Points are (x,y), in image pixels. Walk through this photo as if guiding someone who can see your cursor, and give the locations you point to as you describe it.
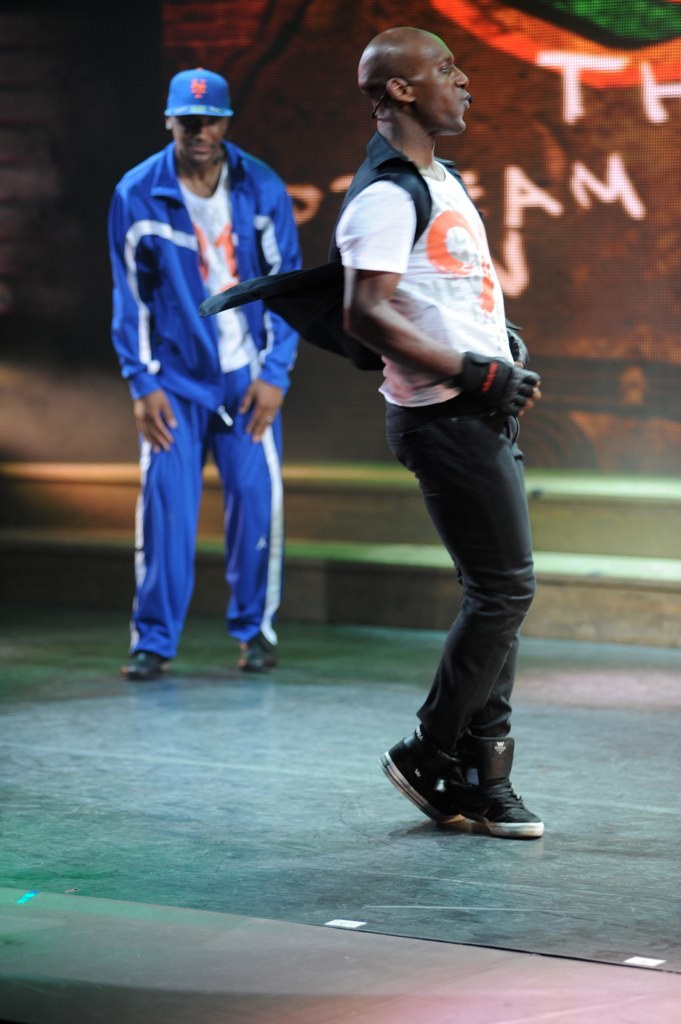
In this image there is a man (462,584) dancing on the floor (412,867). Behind him there is another man (175,281) standing. In the background (533,72) there is a wall (501,59). There is text (518,170) on the wall (295,164). There are steps (595,528) near to the wall (597,468).
